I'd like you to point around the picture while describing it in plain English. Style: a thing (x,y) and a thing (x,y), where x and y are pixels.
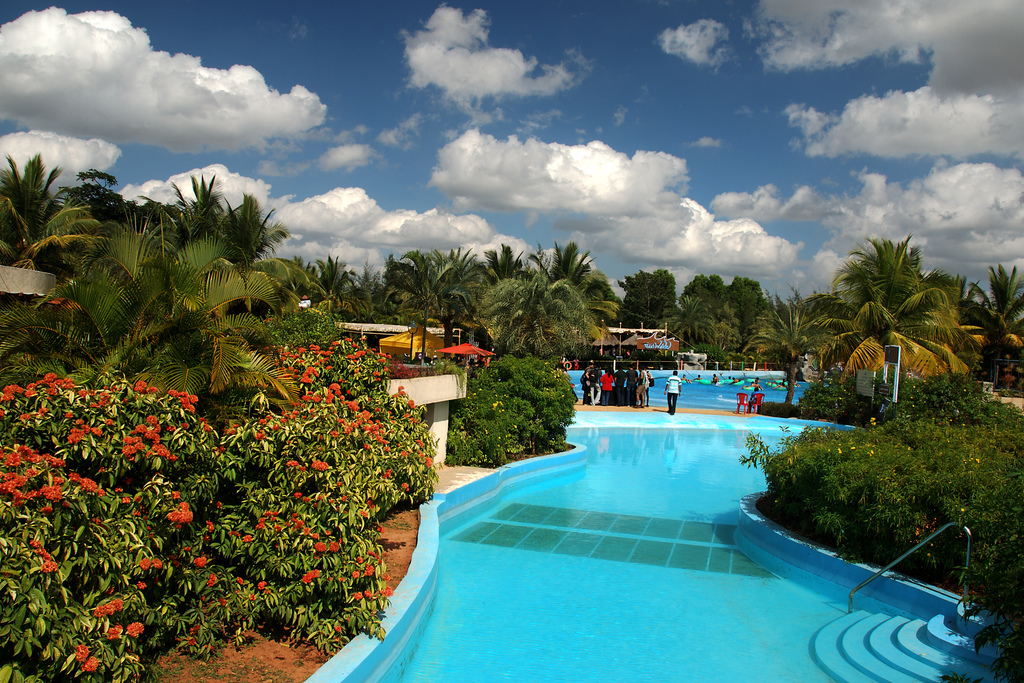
In this image we can see pools (752,576) and there are people (620,380). We can see plants (198,529) and there are flowers (327,360). In the background (619,321) there are trees (526,306), buildings (388,330) and sky (587,165).
